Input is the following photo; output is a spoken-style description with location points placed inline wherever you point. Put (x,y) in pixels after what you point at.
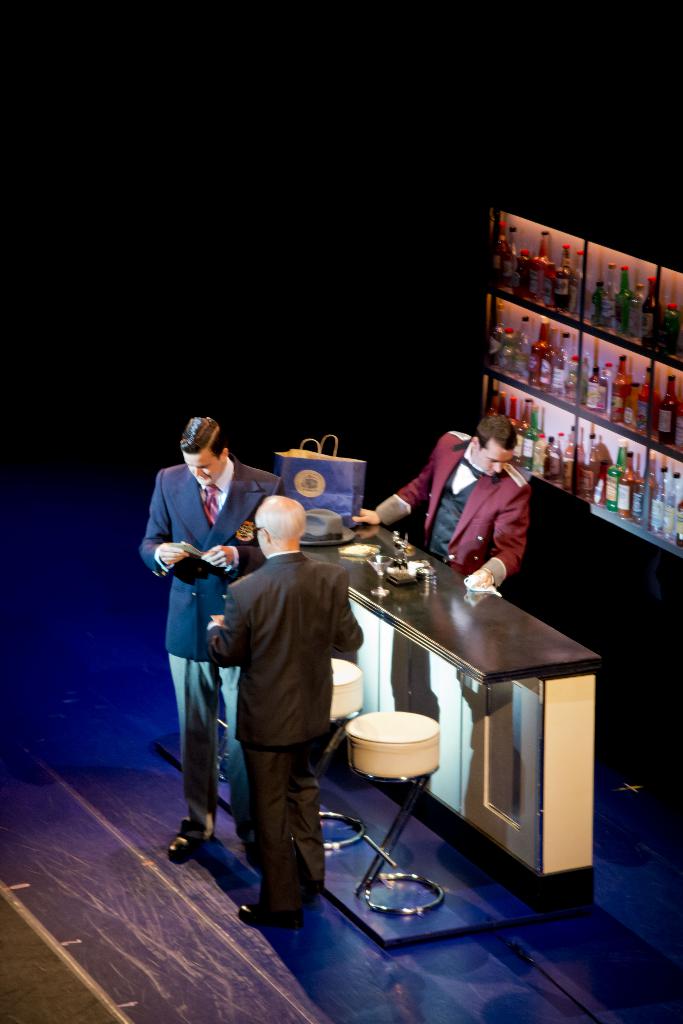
In this picture there are three people (261,608) and one of the guy (488,507) is standing at the other side of the table (434,607) serving the drinks (374,555). In the background (582,466) we observe many bottles (597,462) placed inside a shelf (579,376).
